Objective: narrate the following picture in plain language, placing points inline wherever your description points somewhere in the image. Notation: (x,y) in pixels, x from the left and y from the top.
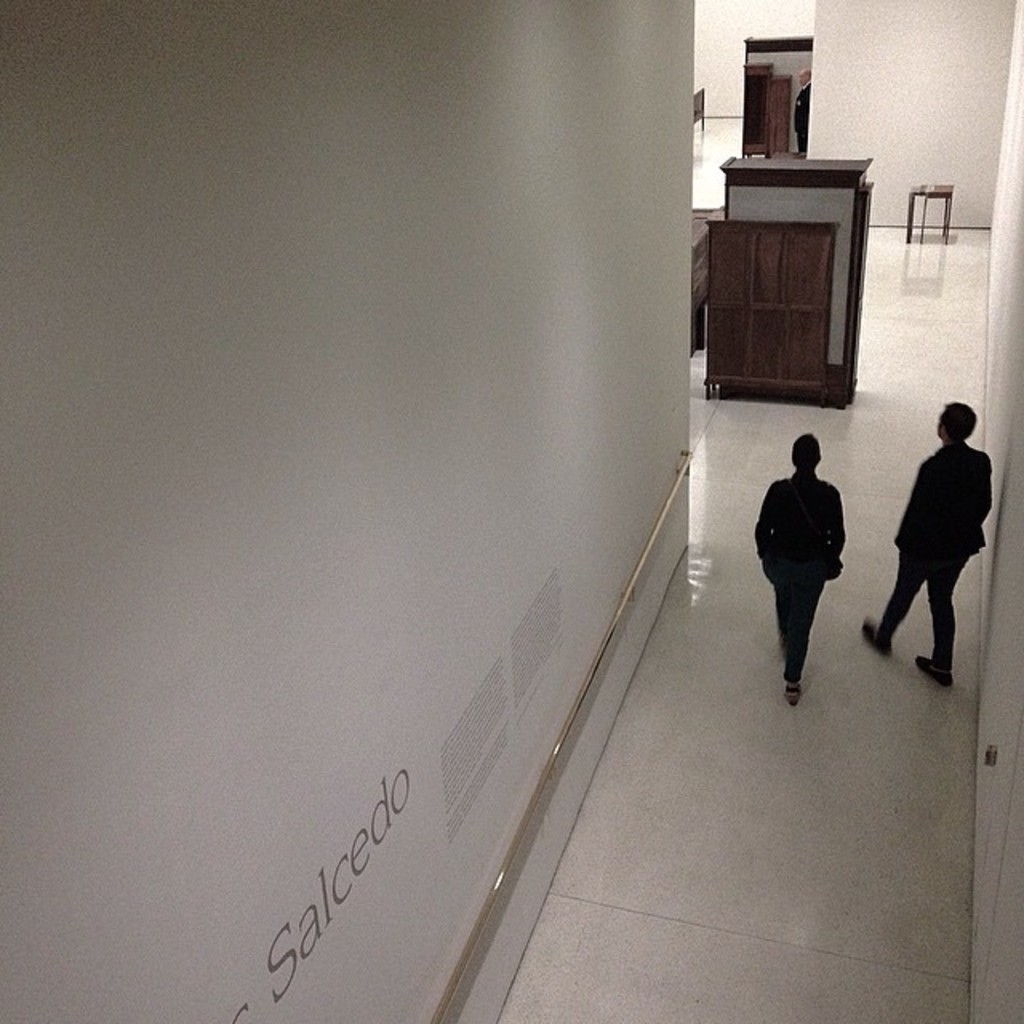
In this picture we can see a wall (546,473), on this wall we can see some text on it, here we can see people (886,632), table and some objects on the floor (939,285).
